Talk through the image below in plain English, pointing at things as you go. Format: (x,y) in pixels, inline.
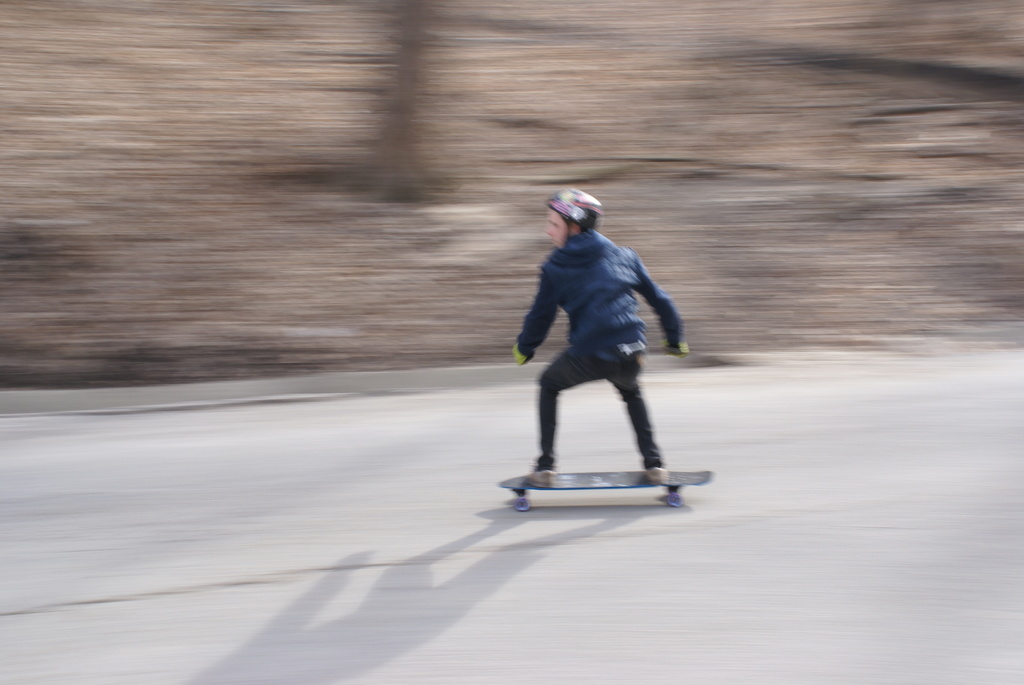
In the image there is a person (577,238) with a helmet (579,215) on his head (575,229). He is standing on the skateboard (595,486) and skating on the road (485,476). Behind him there is a blur background (133,283).
